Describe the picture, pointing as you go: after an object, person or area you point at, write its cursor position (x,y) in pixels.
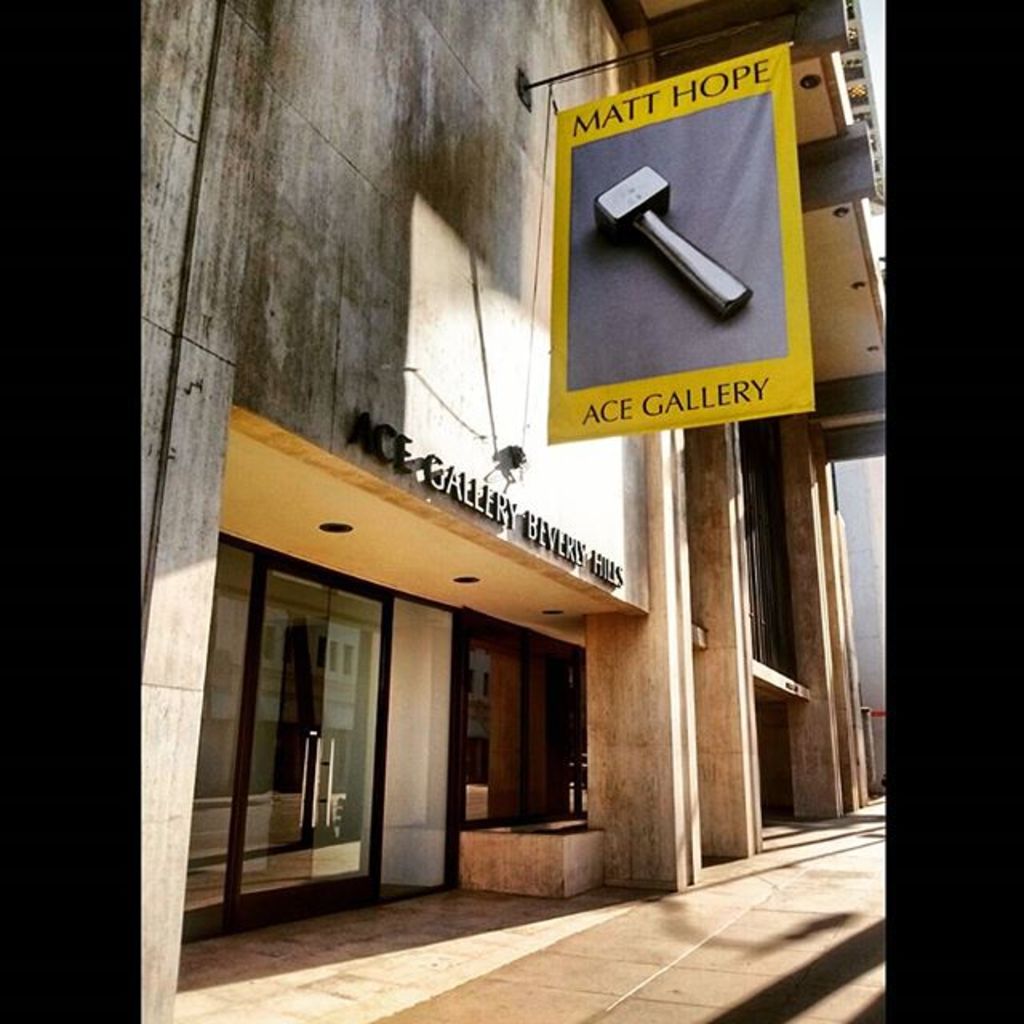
In this picture there is a building (260,771) to which there is a poster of yellow color and ground floor (362,778) there is a glass door (319,601) and something written on the top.
